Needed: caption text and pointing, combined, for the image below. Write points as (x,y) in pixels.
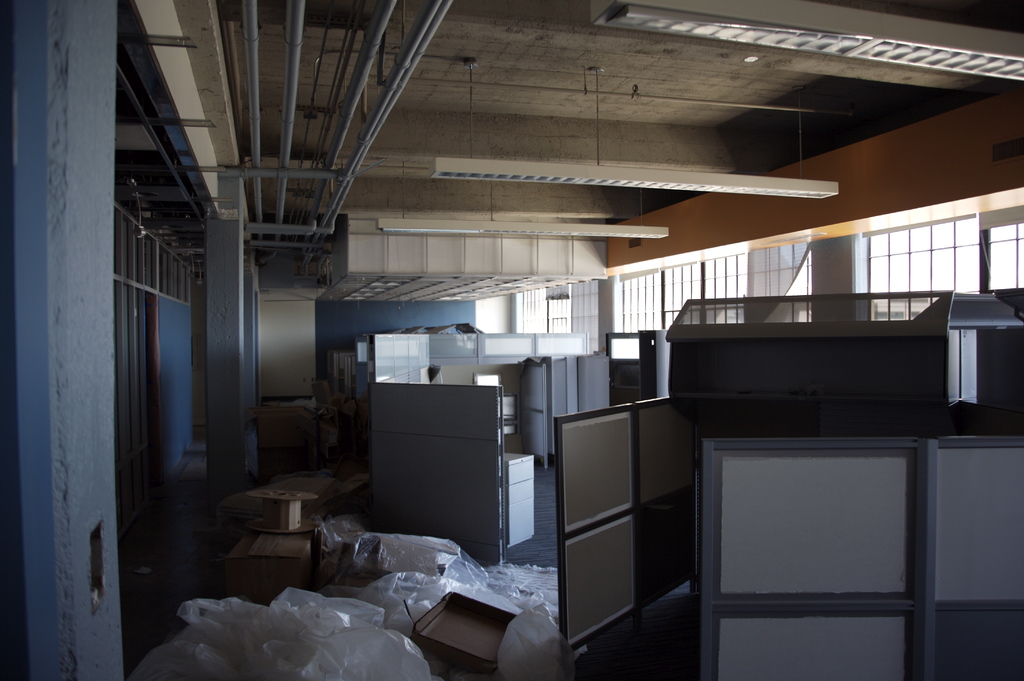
This image is taken indoors. At the bottom of the image (378,570) there are many plastic covers (348,599) and a few cardboard boxes (456,627) on the floor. In the background (289,389) there is a wall (281,371) and there are a few windows (718,273). At the top of the image (348,122) there is a ceiling (553,80) with a few lights (595,171) and there are a few iron bars (288,100) and grills (145,277). In the middle of the image (430,333) there are a few cupboards (736,484) and shelves (822,359).
